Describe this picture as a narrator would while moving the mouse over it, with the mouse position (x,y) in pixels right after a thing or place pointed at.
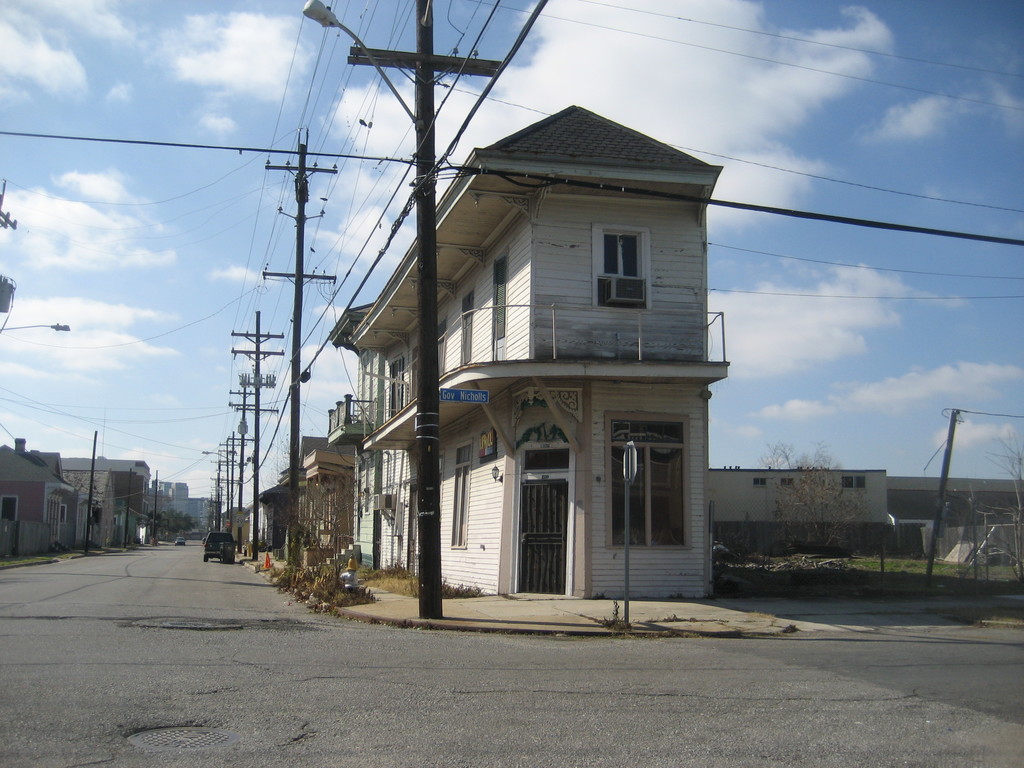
There is a vehicle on the road (203,653). Here we can see poles (428,282), wires (537,110), trees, plants (336,590), and houses (567,443). In the background (168,24) there is sky (269,197) with clouds (783,175).
